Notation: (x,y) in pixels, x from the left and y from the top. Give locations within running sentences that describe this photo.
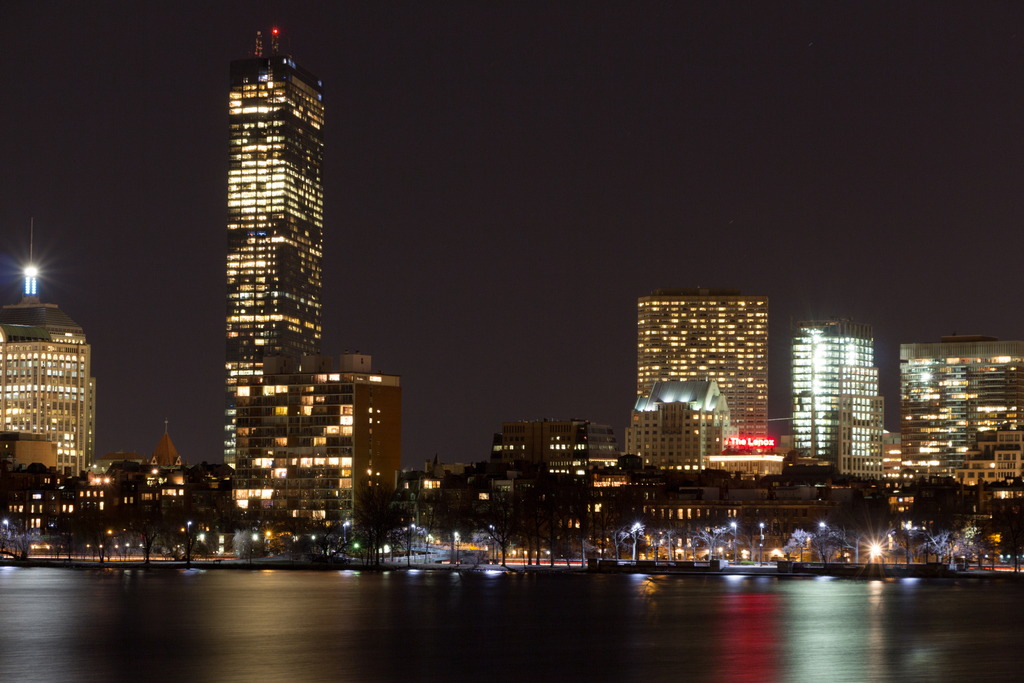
These are the buildings (319,397) with the windows (658,339) and lights (279,238). I can see the trees (185,548). This looks like the water (813,605). Here is the sky (172,252). I think this is a name board (732,439), which is at the top of a building (751,450).
